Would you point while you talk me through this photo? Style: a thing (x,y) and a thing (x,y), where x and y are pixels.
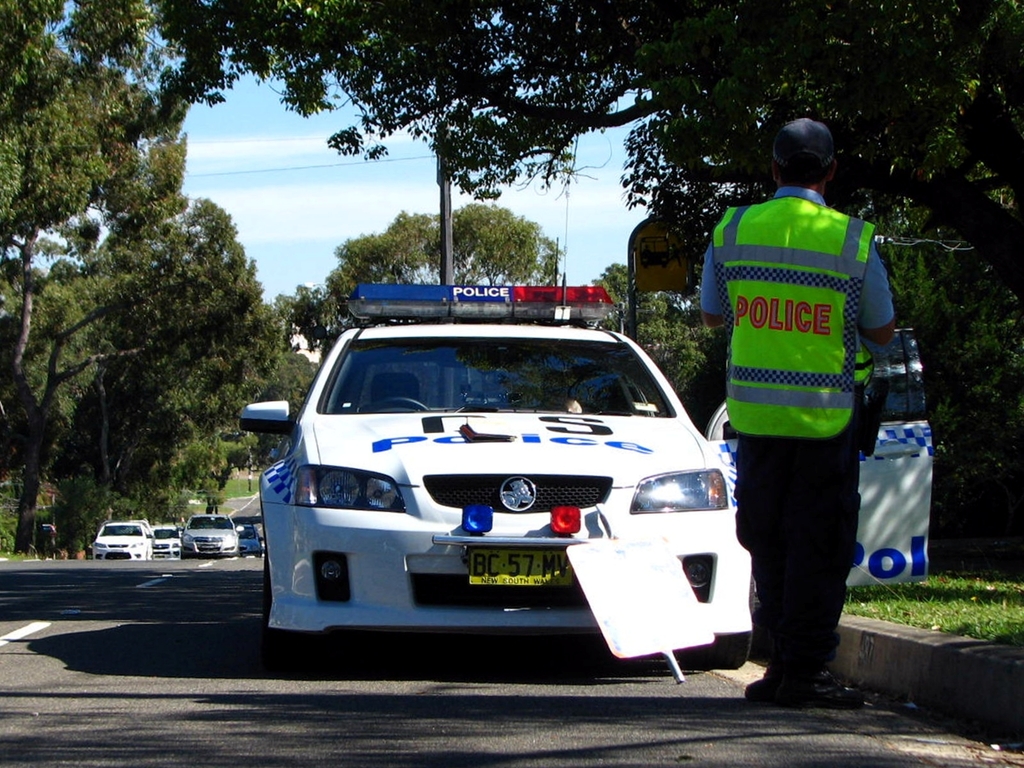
At the bottom of the image (266,523) on the ground (275,679) there are few cars (281,497). There is a man (795,194) with cap (815,163) is standing. On the right side (991,584) corner of the image there is grass (933,594) on the ground (951,595). In the background (199,43) there are trees (326,62) and also there are poles (441,164). And there is sky (273,167) with clouds (293,142).
